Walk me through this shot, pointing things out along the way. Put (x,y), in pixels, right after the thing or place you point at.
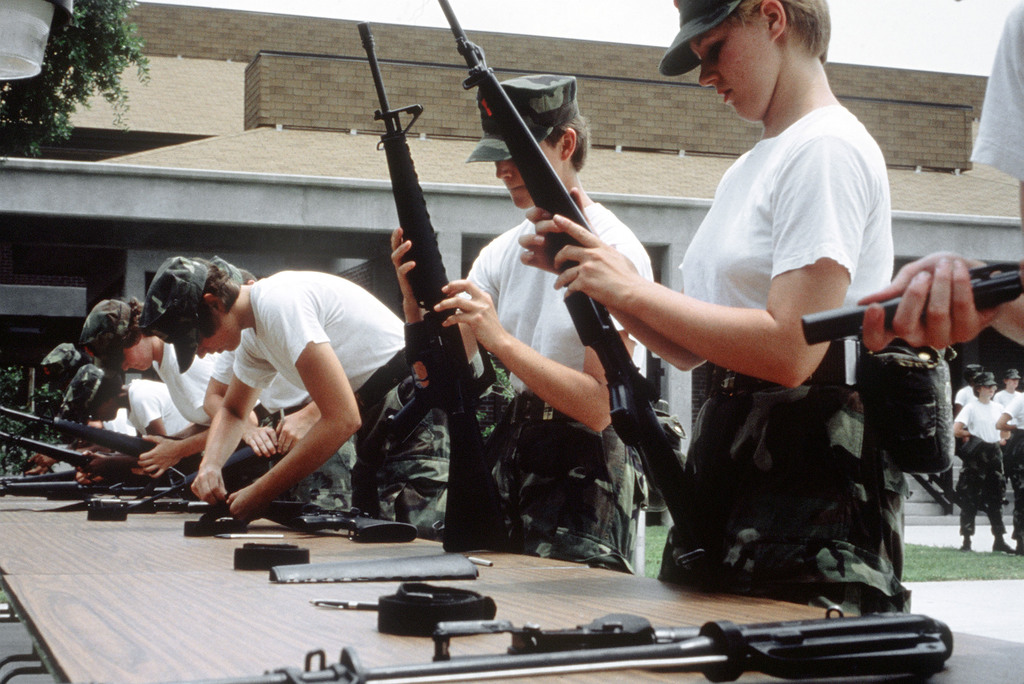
This picture is clicked outside. On the right (954,311) we can see the group of persons (530,237) wearing white color t-shirts (755,194), caps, holding rifles (71,426) and standing. On the left (174,652) we can see the wooden tables (150,622) on the top of which rifles (614,657) and some other objects (246,556) are placed. In the background (960,558) we can see the green grass (943,558), group of persons (1012,416), tree (42,123) and a building (326,128).
